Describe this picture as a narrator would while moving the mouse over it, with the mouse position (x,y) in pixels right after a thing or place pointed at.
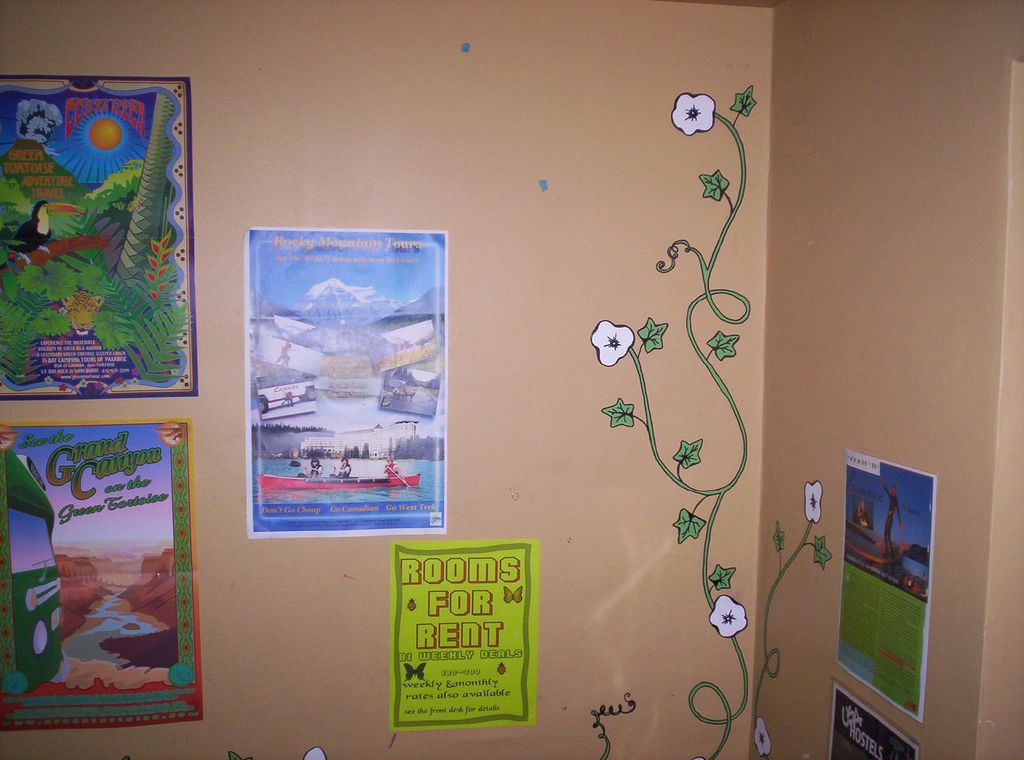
This image is clicked in a room (462,435). In the front (418,263) there is a wall (562,199). On which there are many posters (496,544) pasted. And there is a drawing (727,192) on the wall (739,412).
